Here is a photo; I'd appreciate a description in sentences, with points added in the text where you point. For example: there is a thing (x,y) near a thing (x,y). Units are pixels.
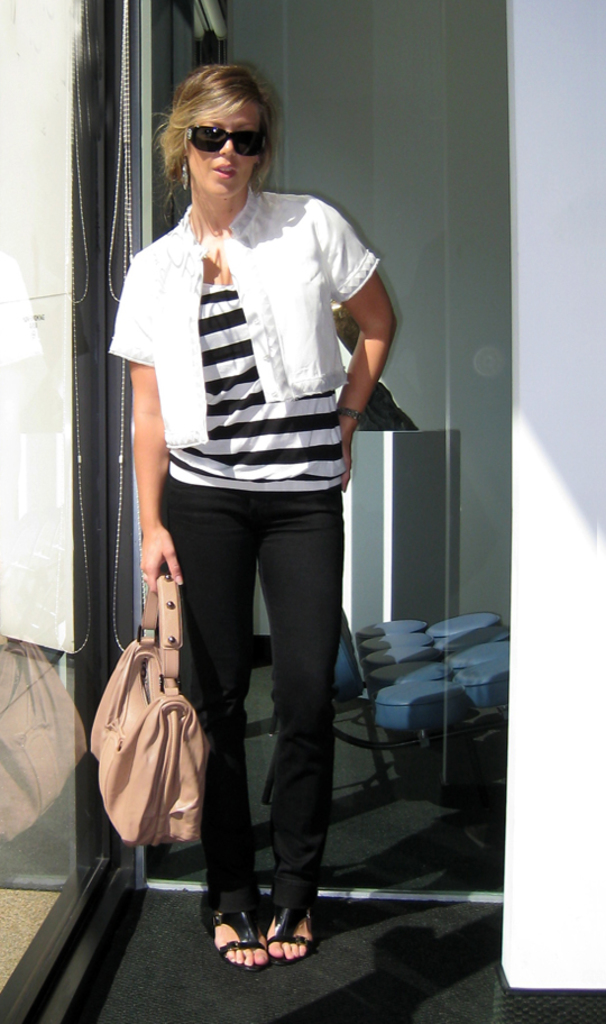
In this image we can see a person (217,449) standing on the floor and holding a bag (193,781). At the back (385,68) we can see the glasses (399,206), through the glasses (403,197) we can see few objects (434,681) on the ground (407,748).
